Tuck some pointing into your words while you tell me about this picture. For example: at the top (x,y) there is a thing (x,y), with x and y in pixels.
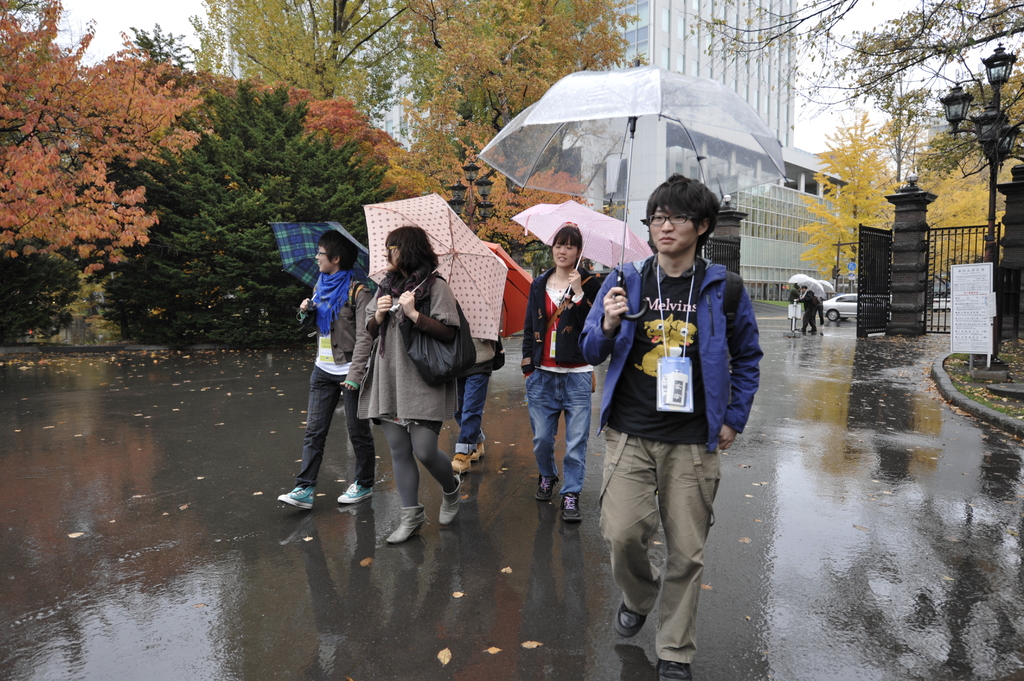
On the left side of the image (90,176) we can see trees (136,204) and the road (285,413). In the middle of the image (595,351) we can see some persons (679,485) and they all are holding an umbrella (628,214). On the right side of the image (879,276) we can see a gate (874,291), car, building (758,75) and some persons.
